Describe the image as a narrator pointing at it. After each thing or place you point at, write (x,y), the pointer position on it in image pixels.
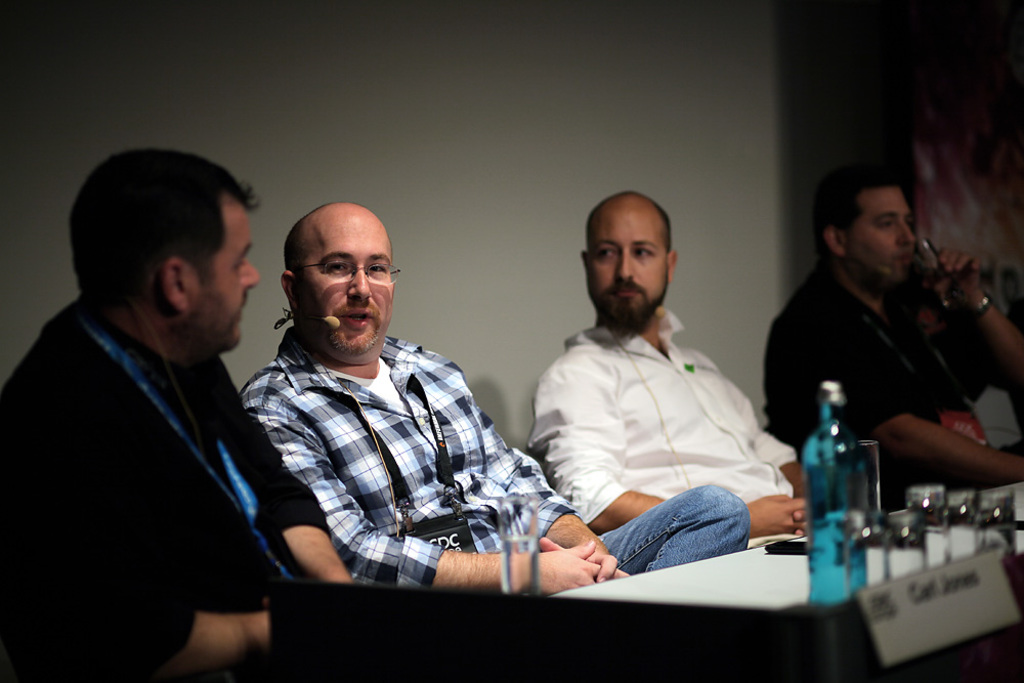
This image is taken indoors. In the background (386,205) there is a wall (401,131). At the bottom of the image (811,627) there is a table (769,625) with a name board (924,603), a bottle (842,478) and a few things (928,539) on it. On the left side of the image (165,430) a man (131,488) is sitting on the chair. In the middle of the image (495,450) two men (540,474) are sitting on the chairs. On the right side of the image (872,329) a man (881,340) is sitting on the chair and he is drinking water (929,260) with a glass (927,272).
